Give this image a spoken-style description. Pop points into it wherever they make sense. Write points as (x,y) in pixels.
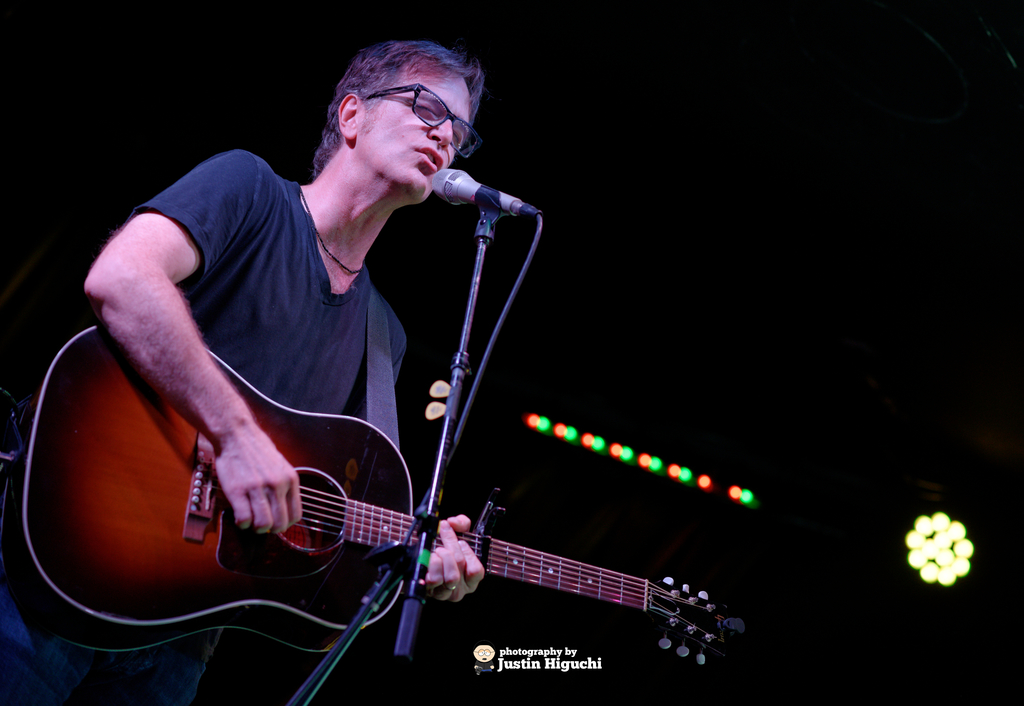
In this picture there is a guy (378,185) singing on mic (463,191) holding a guitar (412,494) playing it and the background (588,441) there are some lights (629,449).
